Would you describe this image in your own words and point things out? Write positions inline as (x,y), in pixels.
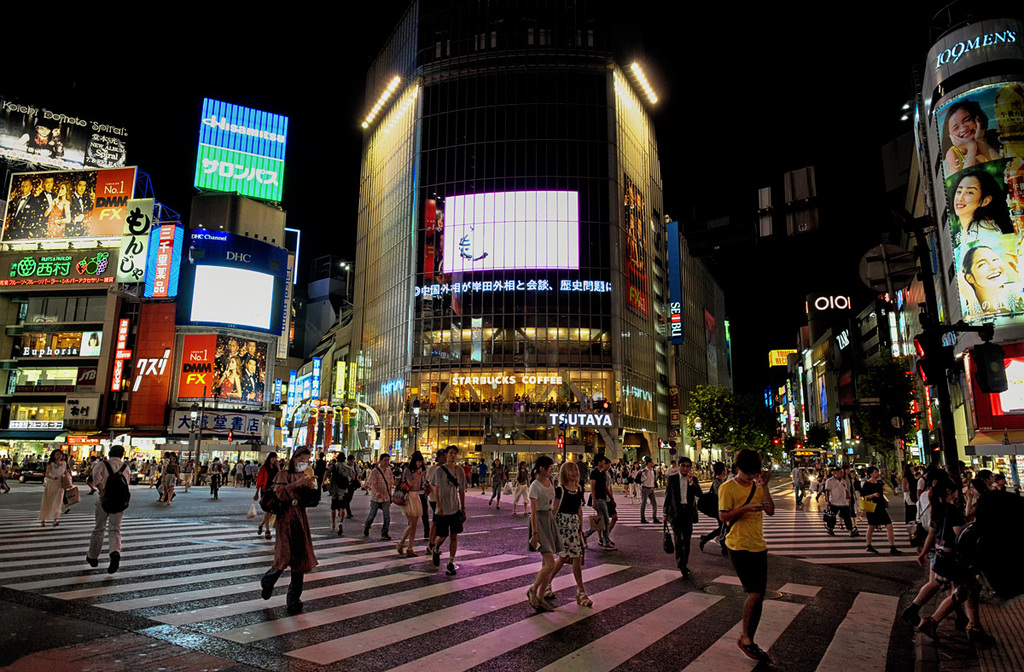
In this image people (611,472) are walking on the road (360,562). At the back side (290,20) there are buildings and sky (312,46).
